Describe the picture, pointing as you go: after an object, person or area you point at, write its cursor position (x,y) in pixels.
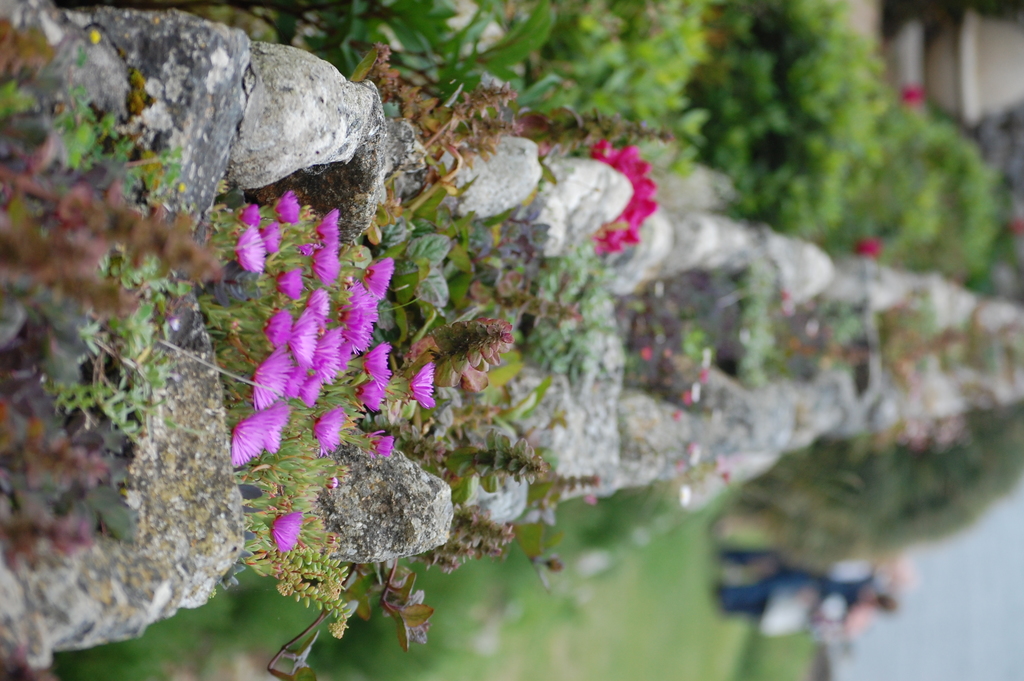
In this image we can see a wall (620,290). On the wall (300,78) we can see plants (346,366) and flowers (363,397). Beside the wall (541,442) we can see the plants (796,106) and the grass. On the right side (818,344) the image is blurred.
